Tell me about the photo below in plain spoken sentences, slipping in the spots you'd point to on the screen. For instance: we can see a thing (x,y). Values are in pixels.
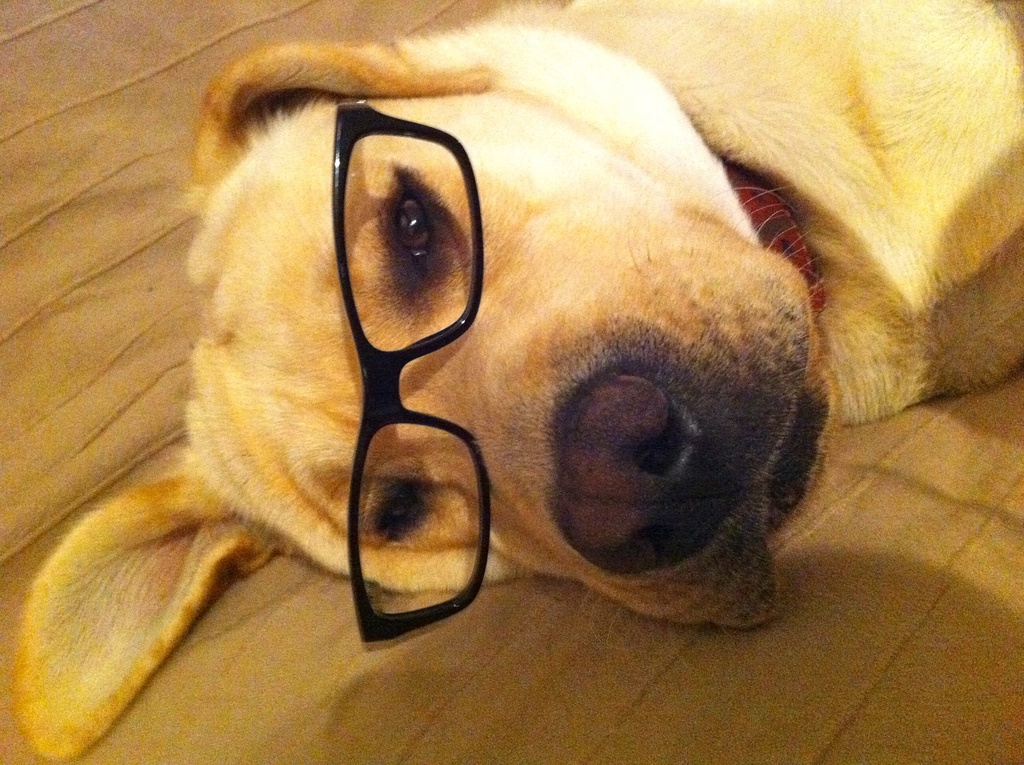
In this image in the center (674,385) there is a dog (680,333) laying on the floor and wearing spectacles (399,400).
